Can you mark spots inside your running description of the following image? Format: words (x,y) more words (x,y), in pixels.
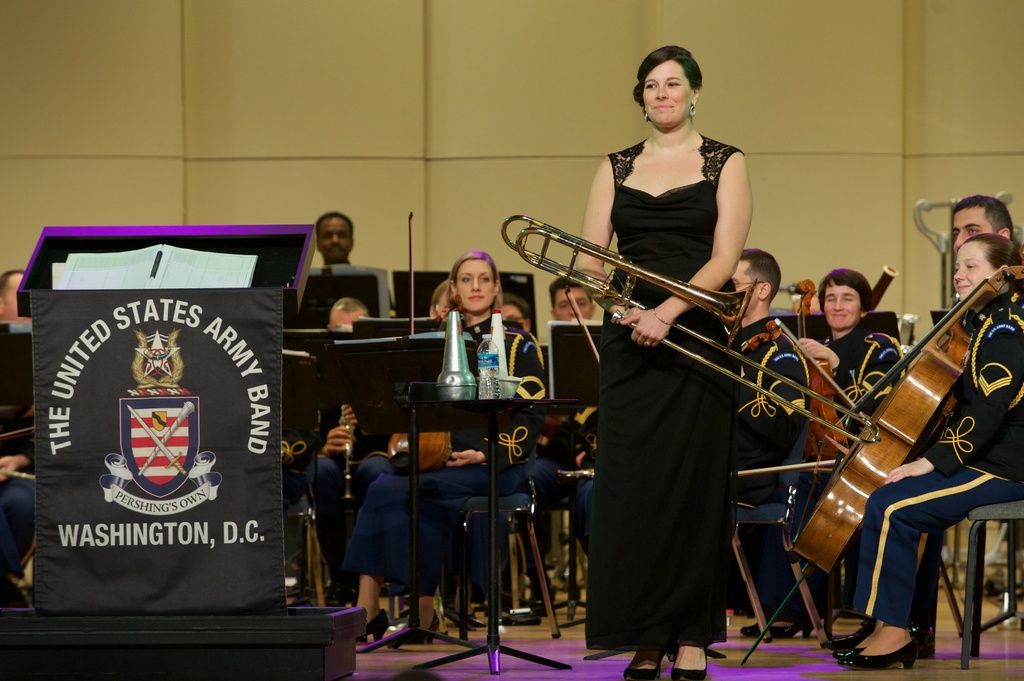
here we can see a podium (149,487) and a banner (271,438). We can see one woman (678,103) standing, holding a musical instrument (767,394) in her hand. Here we can see all the persons (856,346) sitting on chairs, holding a musical instrument (933,405) in their hands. Here on the table (493,436) we can see bottle (484,382) and jars (489,331).
